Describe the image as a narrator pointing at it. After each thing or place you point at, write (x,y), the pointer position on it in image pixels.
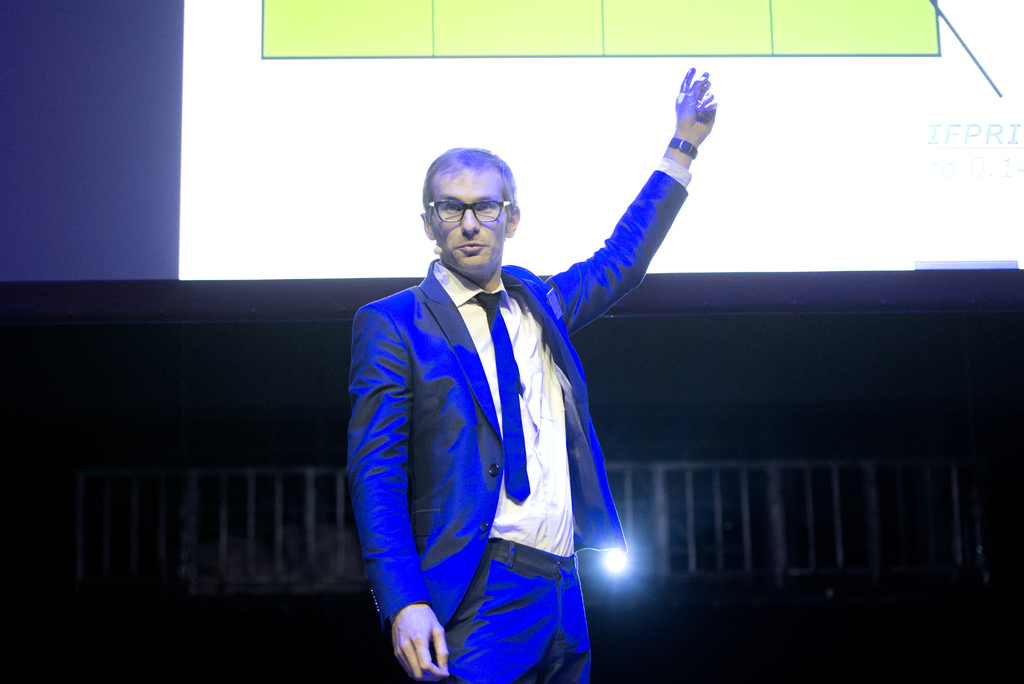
In this picture I can see there is a man (453,490) standing and he is wearing a blazer (489,526) and there is a screen (826,167) in the backdrop (0,29).
